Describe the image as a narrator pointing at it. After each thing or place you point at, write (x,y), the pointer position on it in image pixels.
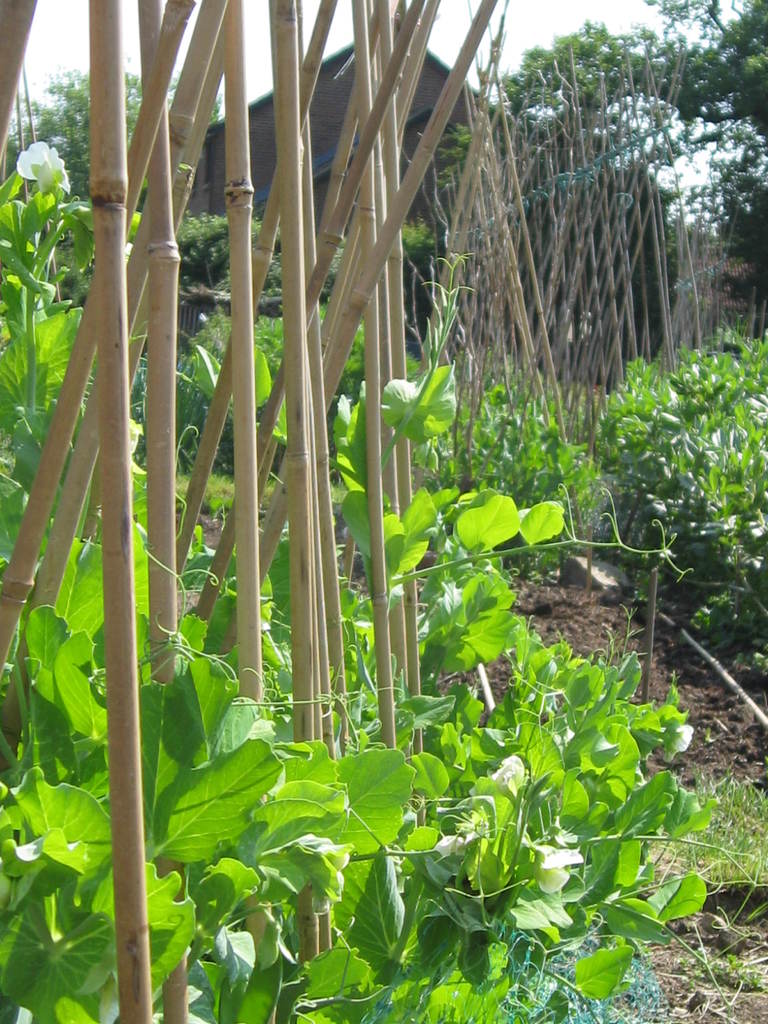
In the picture I can see the plants (620,971) and wooden fence (523,161). In the background (589,113), I can see a house (322,113) and trees (736,59).
